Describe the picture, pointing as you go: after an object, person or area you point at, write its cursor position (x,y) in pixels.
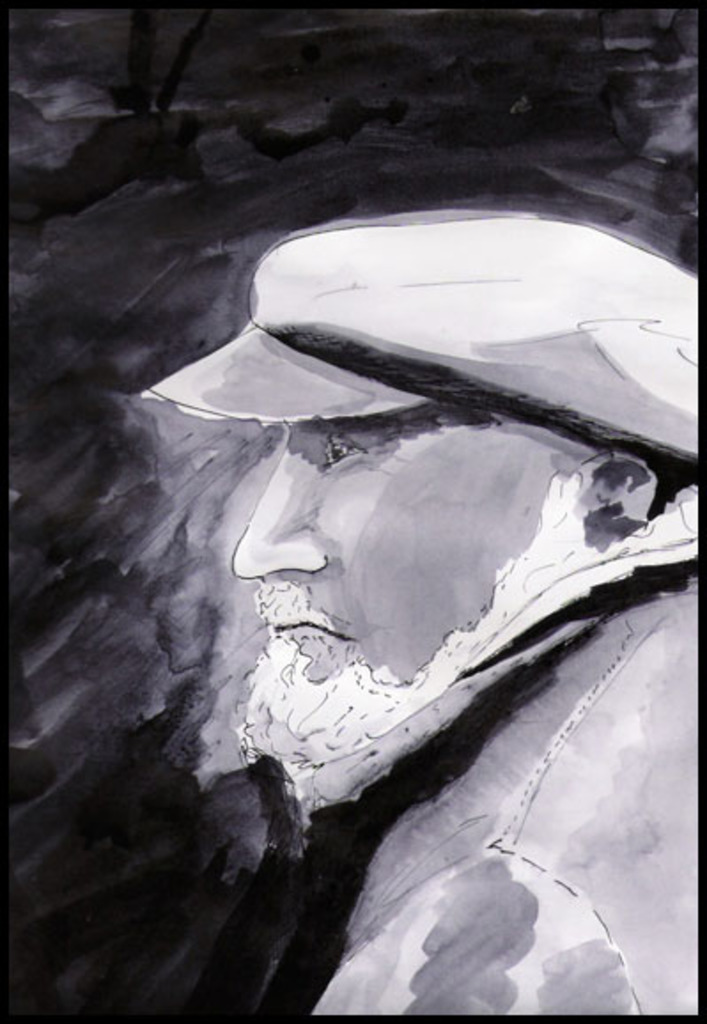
In the image we can see the painting (242,677), black and white in color. In the painting (370,861) we can see a person (440,845) wearing clothes (442,790) and cap (341,352).
